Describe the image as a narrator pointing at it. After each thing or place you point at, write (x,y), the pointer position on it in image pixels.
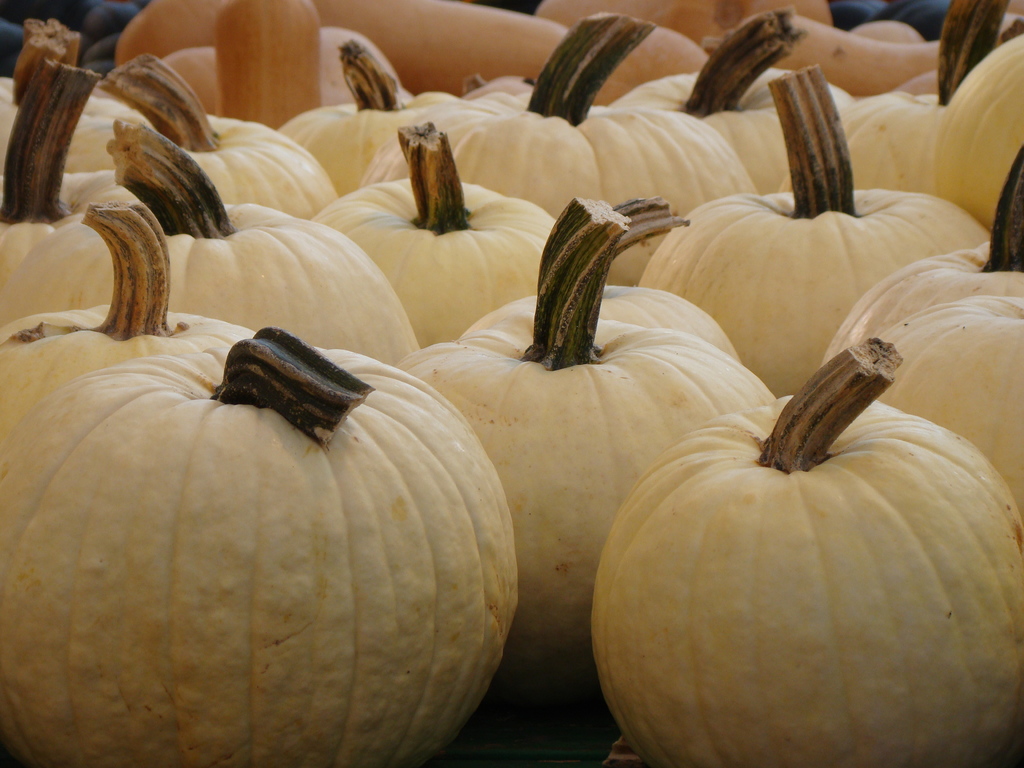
In this image we can see some pumpkins (495,552) and at the top of the image (237,25) we can see some objects (702,38).
